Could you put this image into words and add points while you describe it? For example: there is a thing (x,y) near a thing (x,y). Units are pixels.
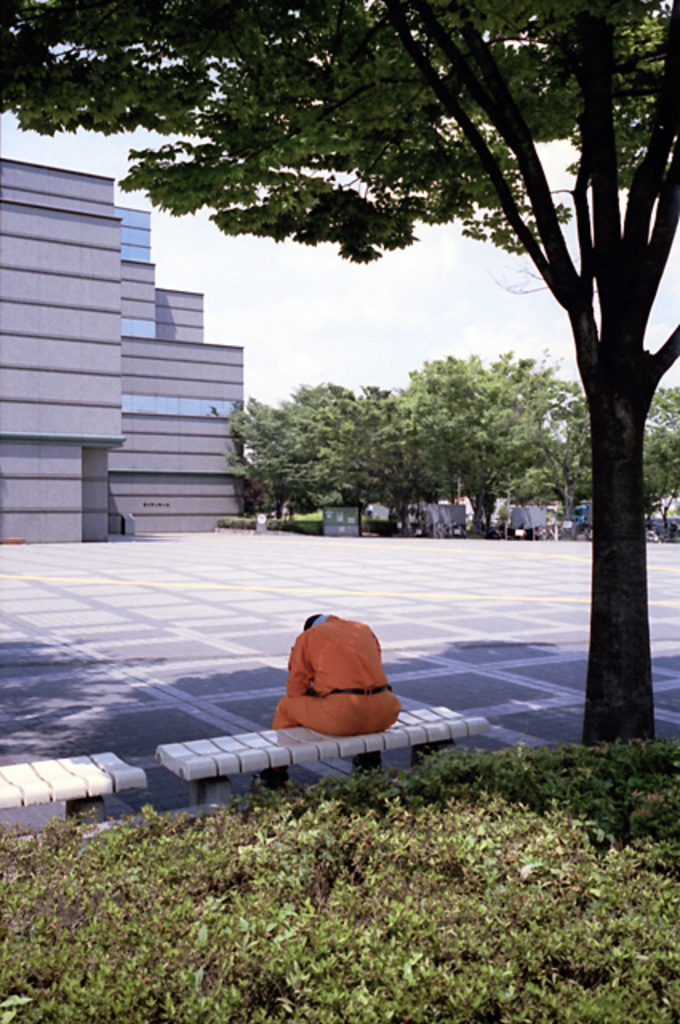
This image consists of a man (326,710) sitting on a bench (257,734). At the bottom (421,905), there are small plants (432,795). On the left (82,395), there is a building (43,399). On the right (551,406), there are trees (447,453). In the middle (357,588), there is a road (321,579). At the top (251,243), there is sky (301,267).
